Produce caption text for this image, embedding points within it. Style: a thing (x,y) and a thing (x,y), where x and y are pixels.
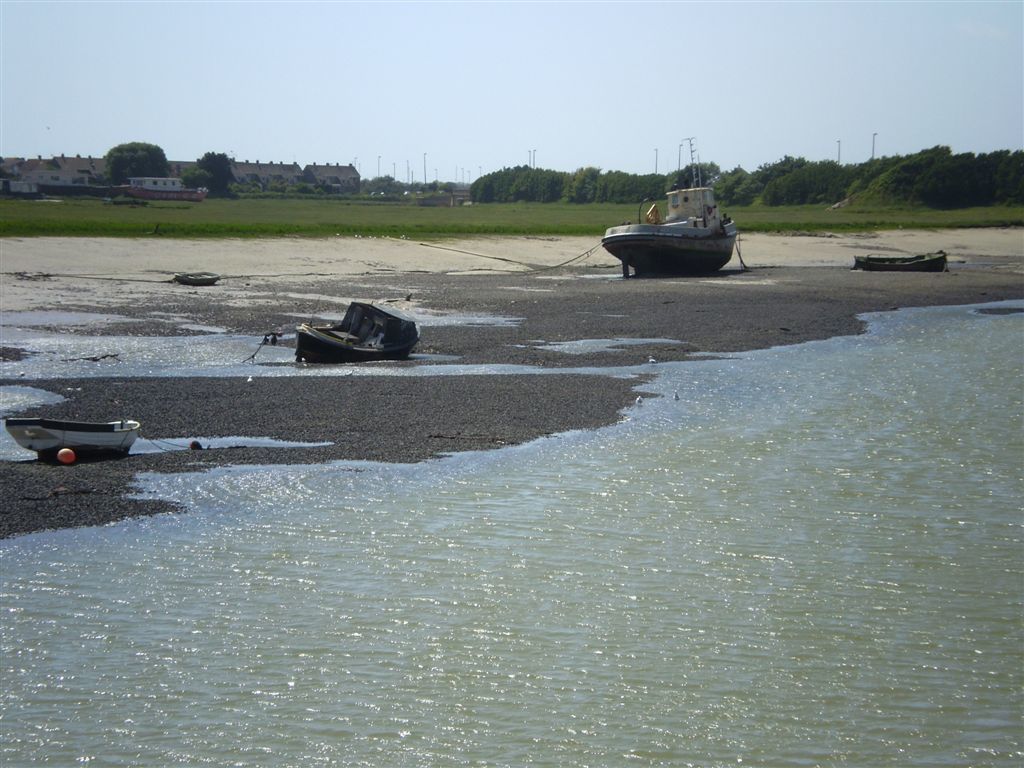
In the picture we can see boats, sea (823,495), trees (914,195), plants (917,179) and grass (323,223). In the background (277,175) we can see poles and houses (292,171).
